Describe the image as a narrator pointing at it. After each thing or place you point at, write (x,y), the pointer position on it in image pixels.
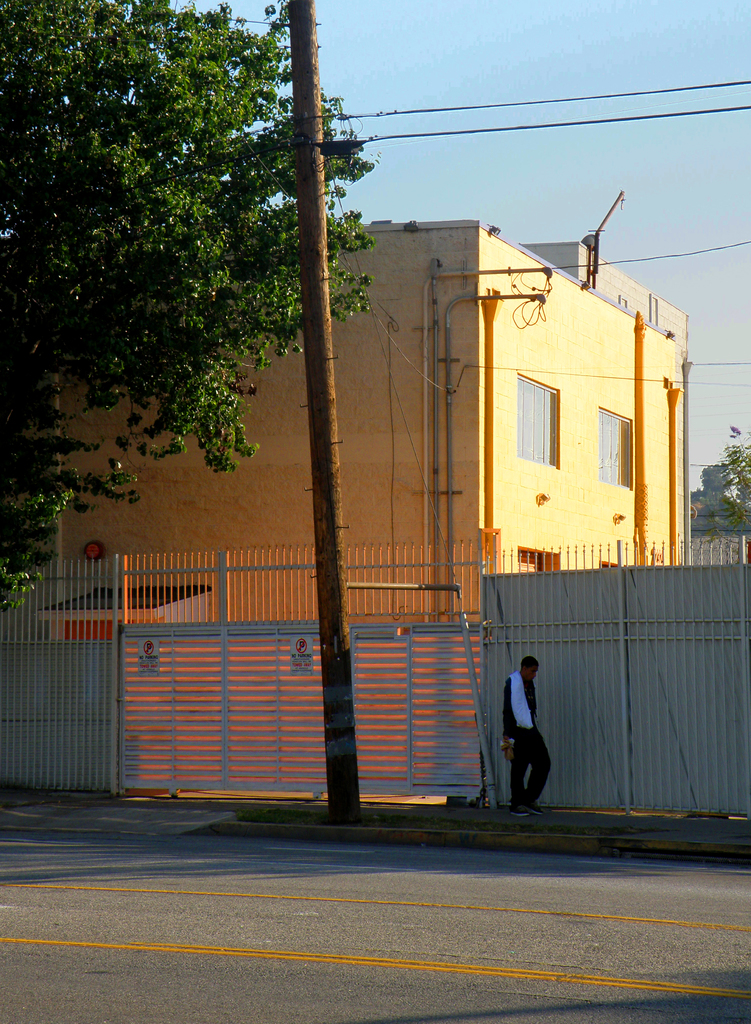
In the picture I can see a man (537,761) is walking on the sidewalk (292,807). Here I can see the road (325,888), a pole (311,283), wires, fence (406,636), house (407,517), trees (706,491) and the plain sky (538,172) in the background (426,91).
